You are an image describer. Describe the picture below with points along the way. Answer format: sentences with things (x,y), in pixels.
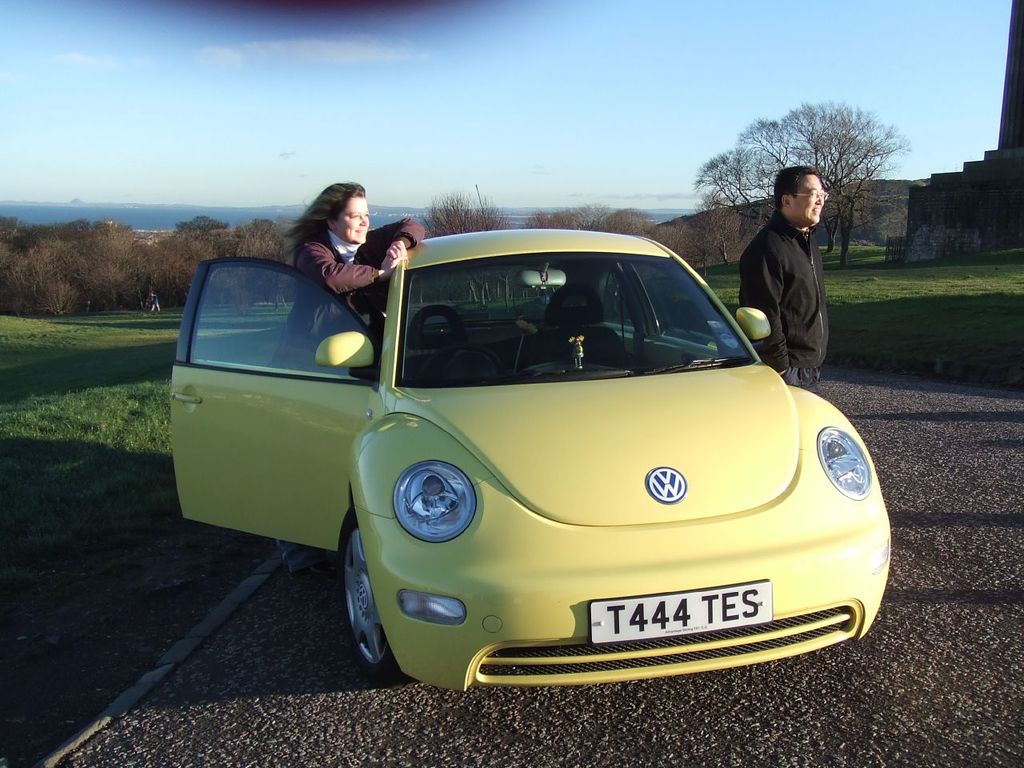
In this image there is a car (872,472) on a road (677,767), on either side of the car (368,331) there are two people (765,340) standing, on either side of the road (915,389) there is grassland (940,296), in the background (872,55) there are trees (24,292) and the sky (641,45).
